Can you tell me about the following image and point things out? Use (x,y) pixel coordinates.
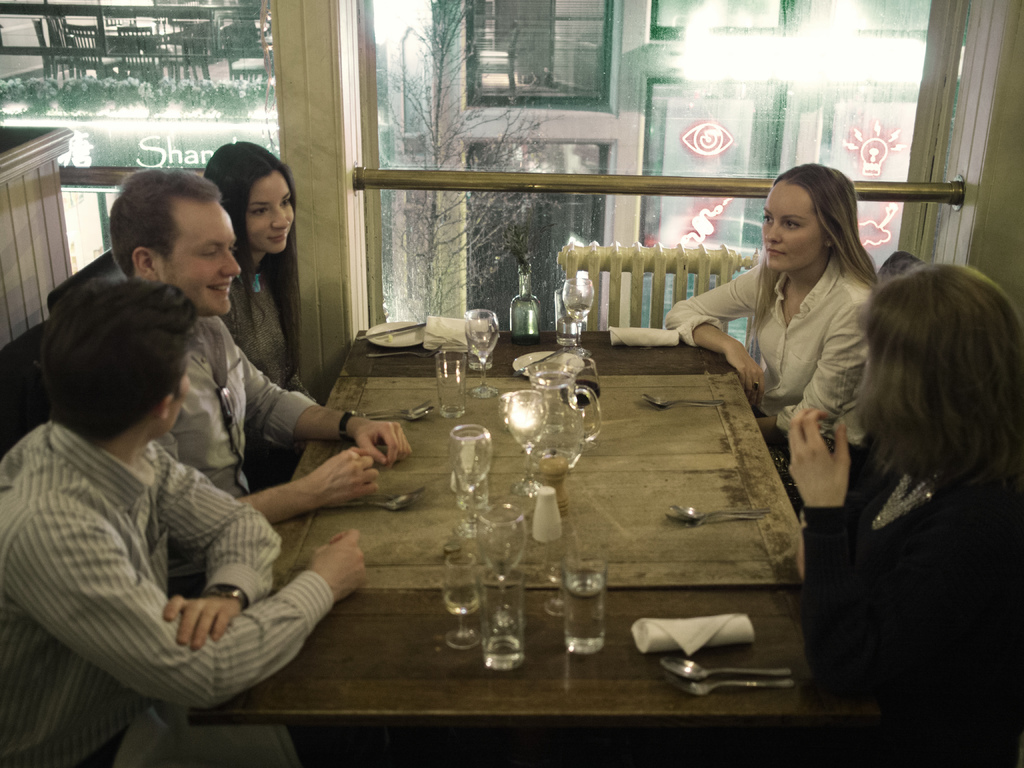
The picture is taken inside a room (609,479). In the middle (650,455) there is a table (420,437). on the table (475,547) there are glasses (458,371), spoon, napkin (657,629), bottle (527,288). There is chairs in the both side of the table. people (885,416) are sitting on the chair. In the background (760,60) there is glass wall (463,133). Through glass wall (467,107) we can see another building (608,93) and tree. The left corner person (113,461) is wearing grey shirt (104,603).
